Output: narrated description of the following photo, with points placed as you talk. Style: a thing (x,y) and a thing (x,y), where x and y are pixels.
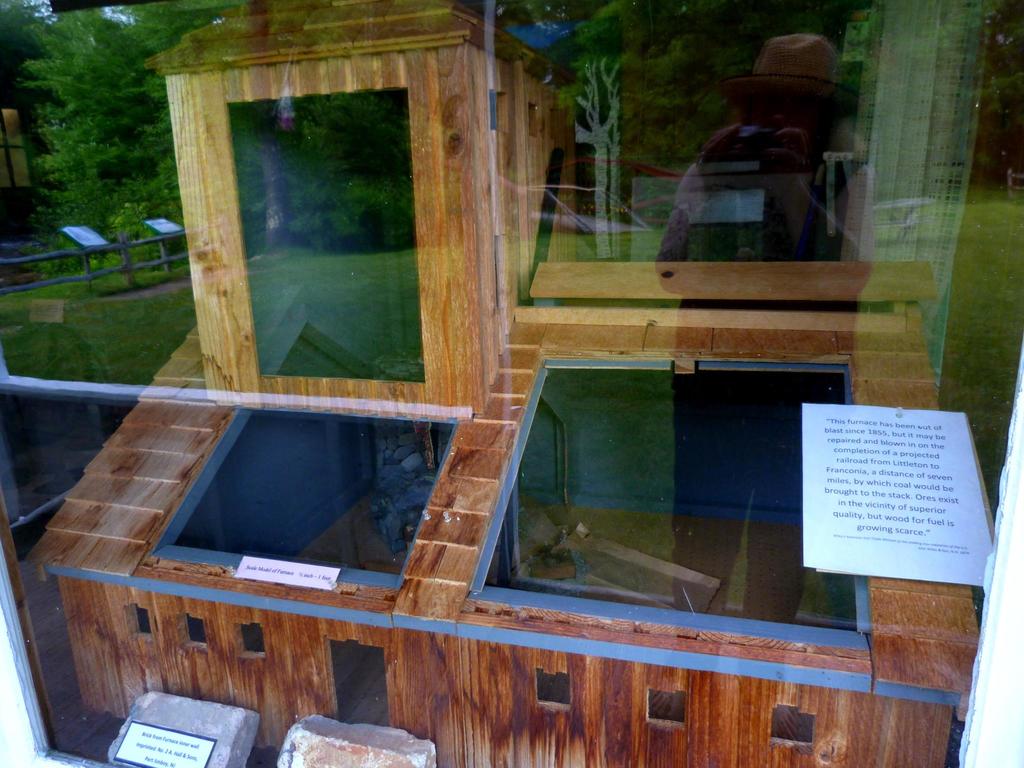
In this picture I can see there is a wooden house model (416,564) and there is a paper (840,498) and there is something written on it. There is a reflection (705,287) of a woman (764,211) standing and clicking the images. In the backdrop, there are trees (122,138).
